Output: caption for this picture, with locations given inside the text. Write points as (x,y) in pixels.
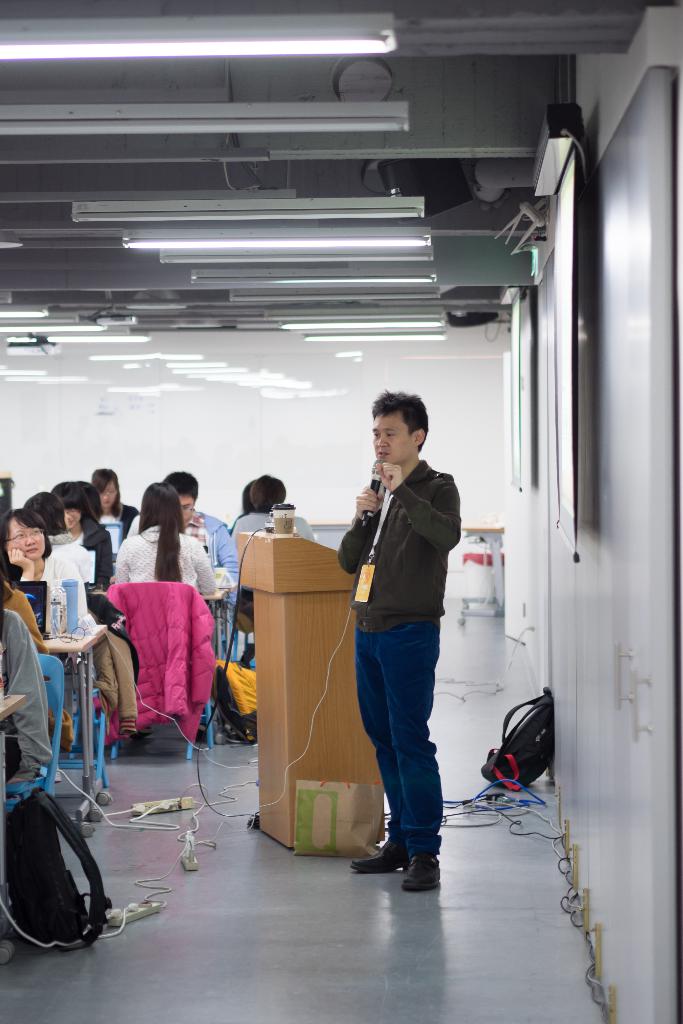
In this image we can see a man (423,851) standing and holding a mic (363,513) in his hand (378,501) beside the podium (304,699), people (202,542) sitting on the chairs (44,773) and tables (87,636) are placed in front of them. On the tables (63,645) we can see laptops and tumblers (67,603). In the background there are backpacks (492,775) on the floor (471,881), cables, extension boards (186,868), walls (381,362) and electric lights (313,212).
